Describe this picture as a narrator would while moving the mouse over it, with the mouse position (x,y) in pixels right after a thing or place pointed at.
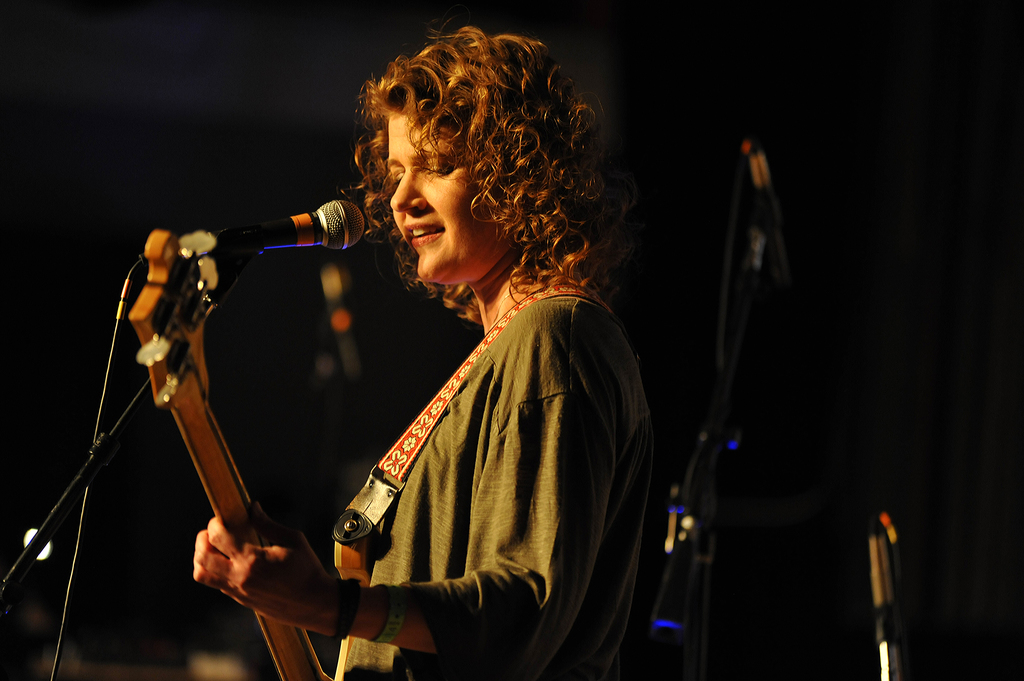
This woman (493,262) is playing guitar (221,442) and singing in-front of mic (260,241).
